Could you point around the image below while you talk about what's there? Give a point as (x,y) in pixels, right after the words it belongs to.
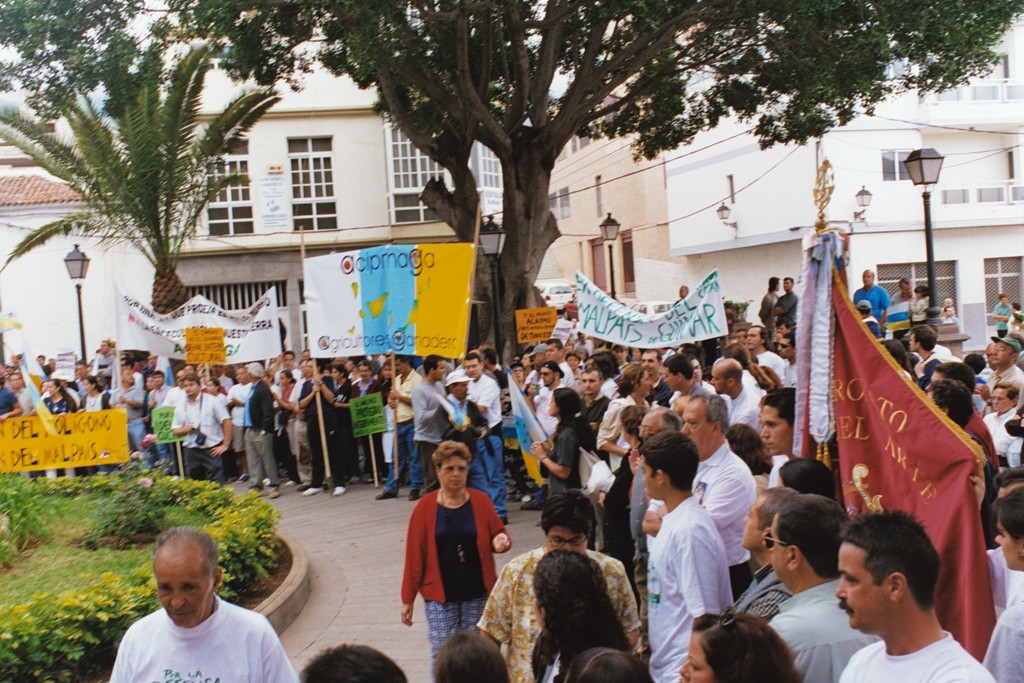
In this image there are many people (639,387) on the road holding banners (435,302) and placards (526,337), there are street lights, buildings (256,254), trees (175,188) and garden plants (88,667).
